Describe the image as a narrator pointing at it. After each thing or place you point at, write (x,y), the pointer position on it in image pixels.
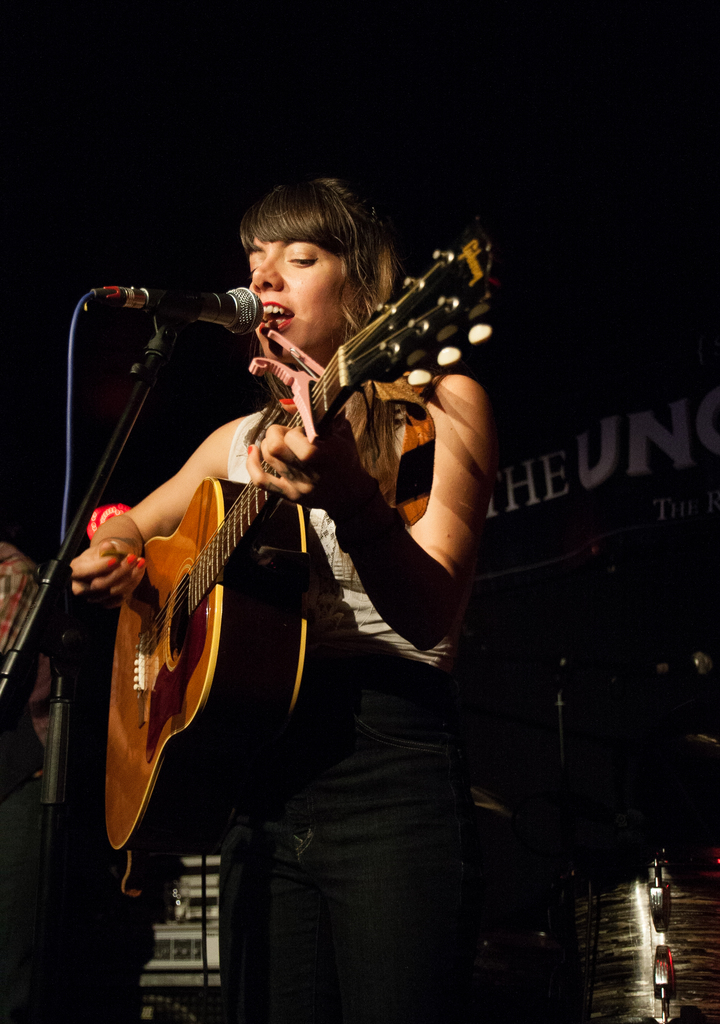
In this picture of woman (387,274) standing, singing and there's a microphone (148,291) and playing a guitar (289,531).
